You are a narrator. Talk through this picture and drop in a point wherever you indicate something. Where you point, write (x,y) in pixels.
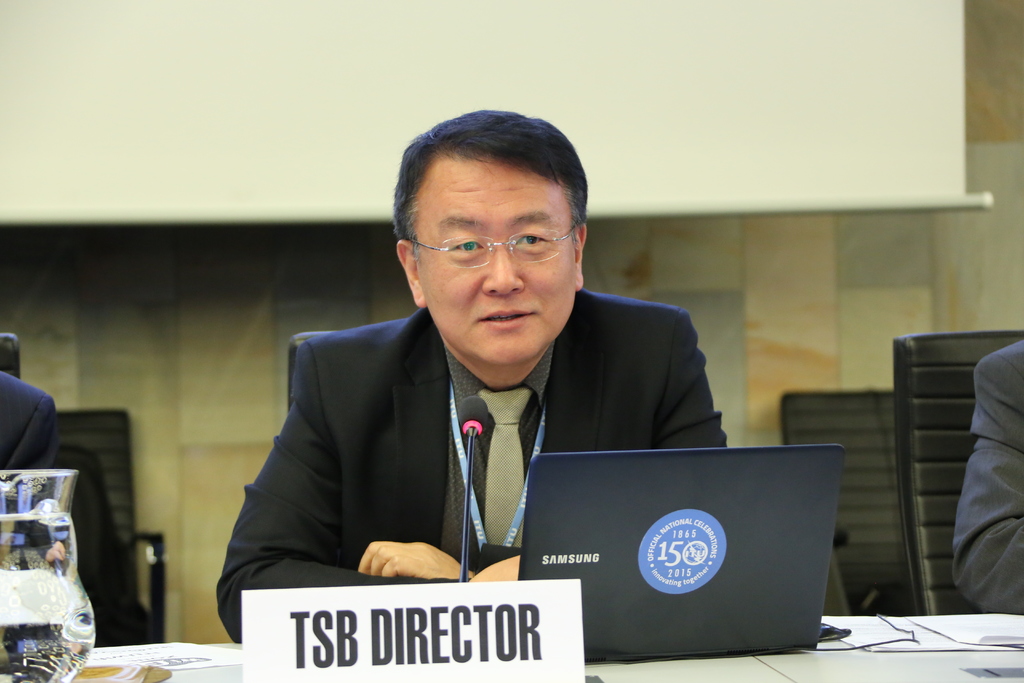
In this image there is a person (453,351) sitting on the chair (295,354), there is a microphone (476,421), there is a laptop (635,500) on which a sticker (680,557) is pasted, there are objects (934,647) on the surface (866,661), there is a board (367,633) on which text (457,632) is written, there is water (45,591) in the jug (43,591), there is a person (993,515) truncated towards the right of the image (1002,489), there is a person (14,425) truncated towards the left of the image (25,419), there is a wall (114,340), there is a screen (289,68).
